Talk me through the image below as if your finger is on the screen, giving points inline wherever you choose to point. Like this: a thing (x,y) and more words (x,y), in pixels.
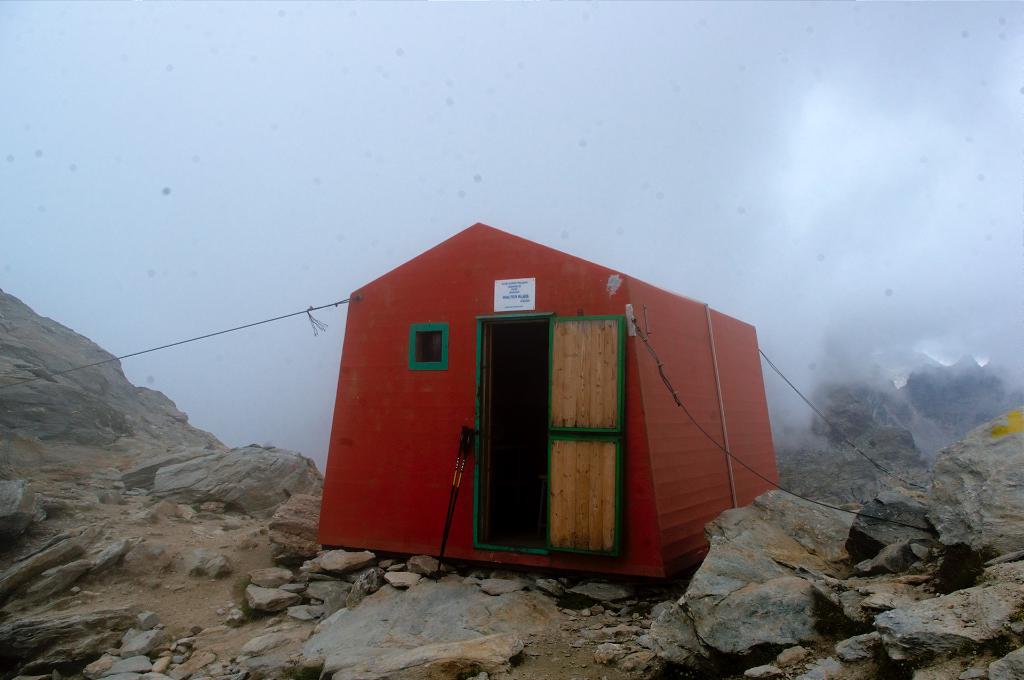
In the foreground (484,528) I can see a wooden shed (333,527) on the mountain (437,559). In the background (241,65) I can see the sky (339,311). This image is taken during a day on the mountains (241,532).
